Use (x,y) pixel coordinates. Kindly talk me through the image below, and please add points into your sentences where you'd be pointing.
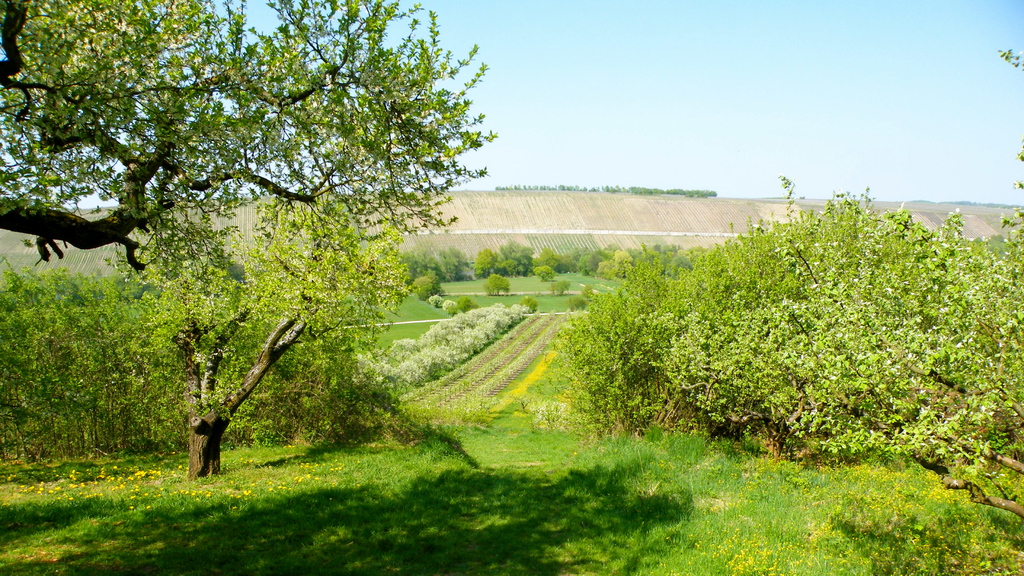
In this picture we can see grass (686,502) and few trees (924,391).
